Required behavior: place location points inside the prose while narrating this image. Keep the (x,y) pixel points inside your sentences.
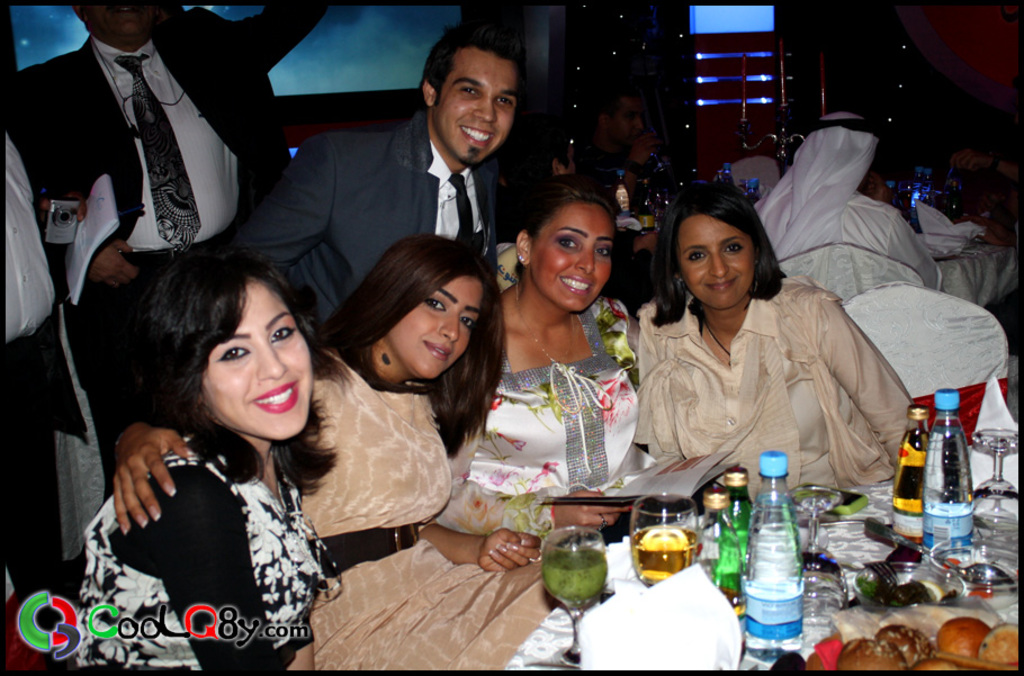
In this image we can see there are a few people (503,391) sitting, behind them there are a few people (224,209) standing with a smile. In front of them there is a table (709,579) with many food items (912,597), glass of drink (652,541), bottles (771,576), mobile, spoons (993,574) and tissue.
